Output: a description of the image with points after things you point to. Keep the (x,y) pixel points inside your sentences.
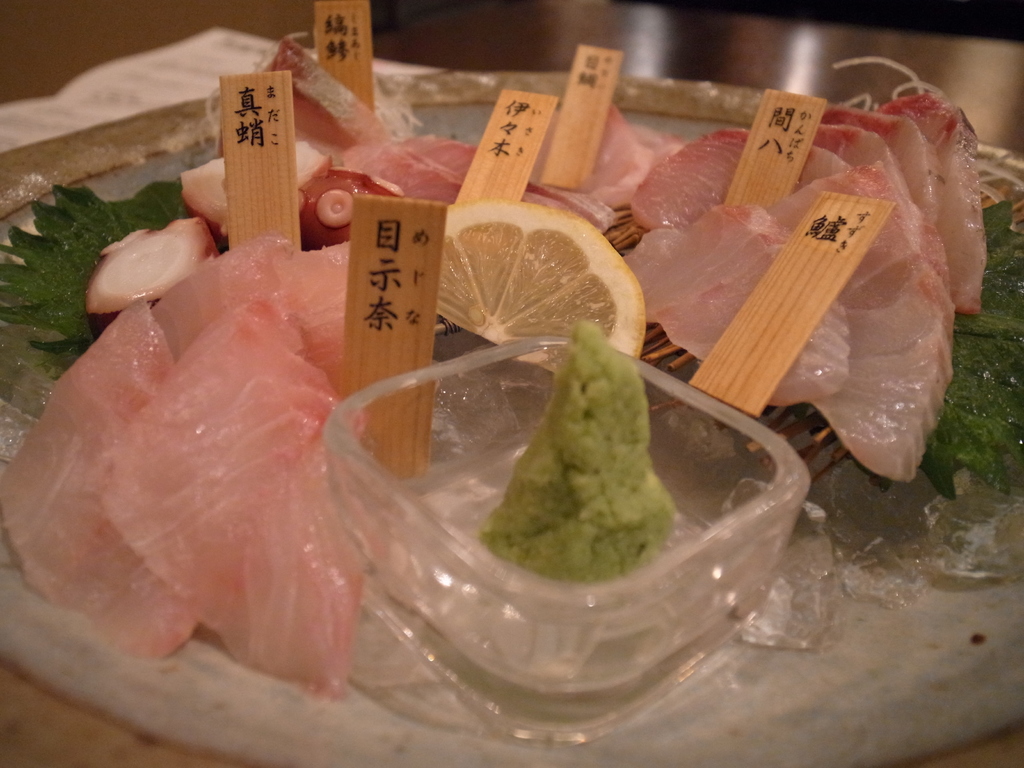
In this image we can see a food item (478,319) on a surface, also we can see a glass bowl (657,588), in between food item (682,214), there are some sticks (748,141) with some text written on it.
